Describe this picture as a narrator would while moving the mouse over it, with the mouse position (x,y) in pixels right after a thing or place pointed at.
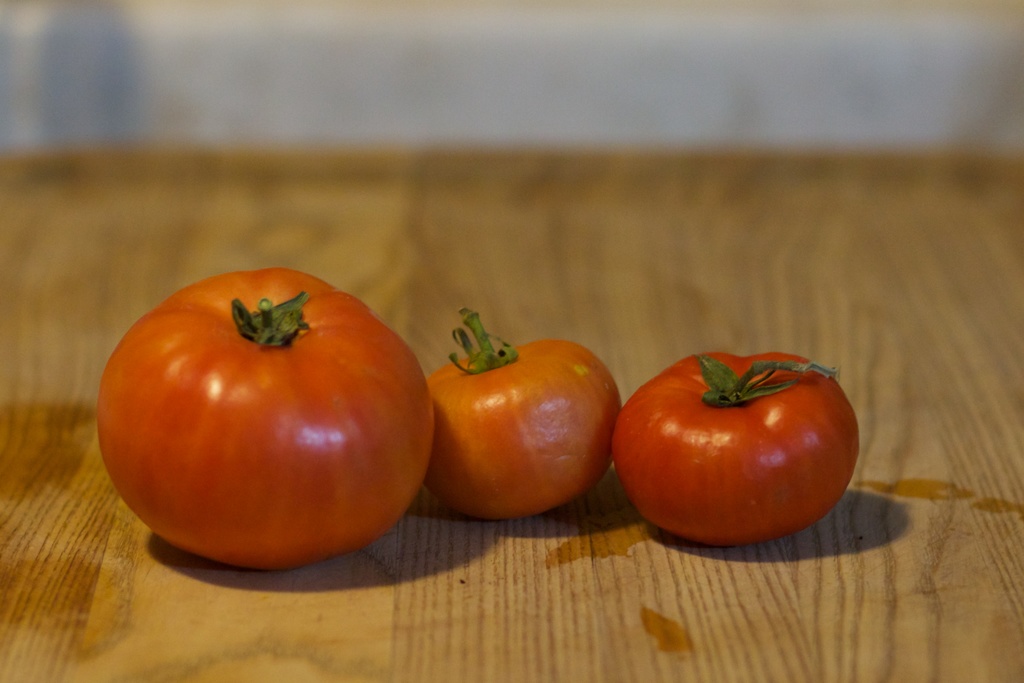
There are three tomatoes (516,366) on a wooden surface (584,334). In the background (500,84) it is blurred.
